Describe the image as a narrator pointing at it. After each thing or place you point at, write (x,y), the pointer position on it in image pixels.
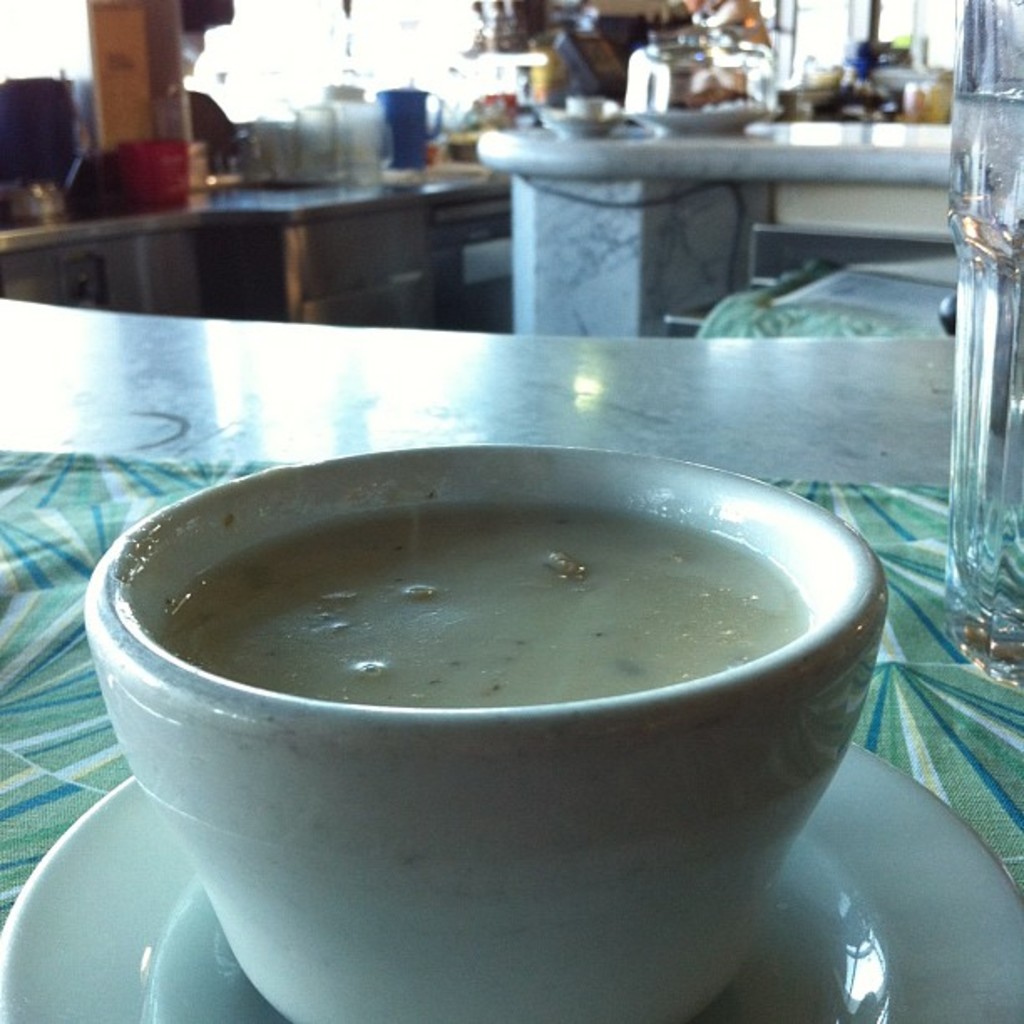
In the foreground of the image (89,610) there is a cup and a saucer (12,964). In the background of the image (394,178) there are many objects (720,58) placed on the platform (481,161).
